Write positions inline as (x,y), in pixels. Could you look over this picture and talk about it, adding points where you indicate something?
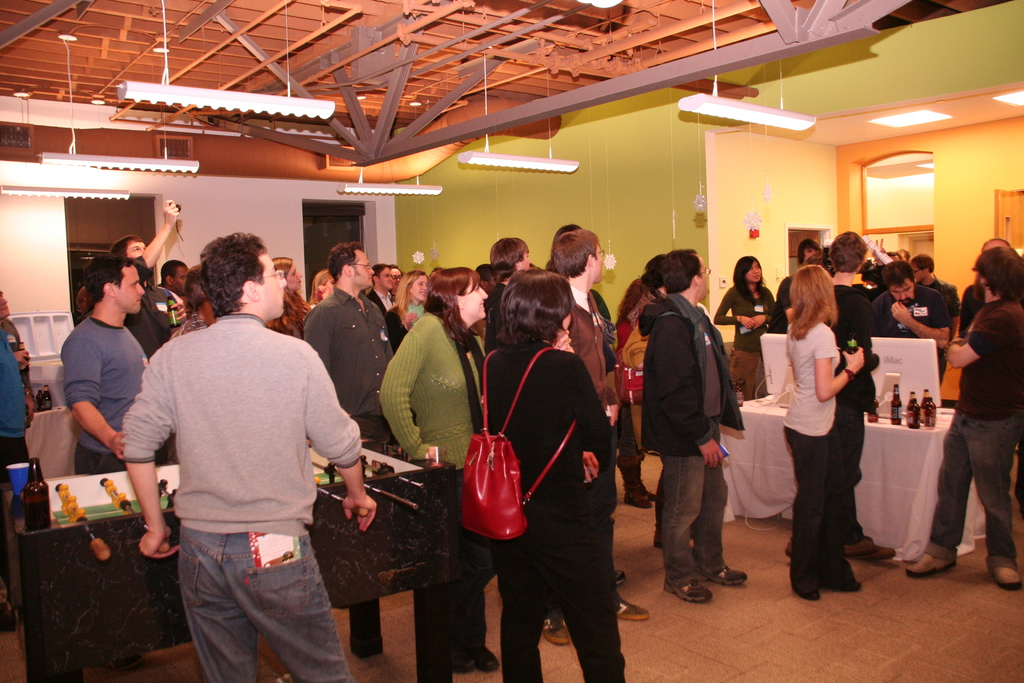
In this picture we can see some people (488,331) are in one place, we can see one table (868,471) on which we can see some bottles (876,413), computers (885,394), some things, we can see lights (287,101) to the roof (184,54).
